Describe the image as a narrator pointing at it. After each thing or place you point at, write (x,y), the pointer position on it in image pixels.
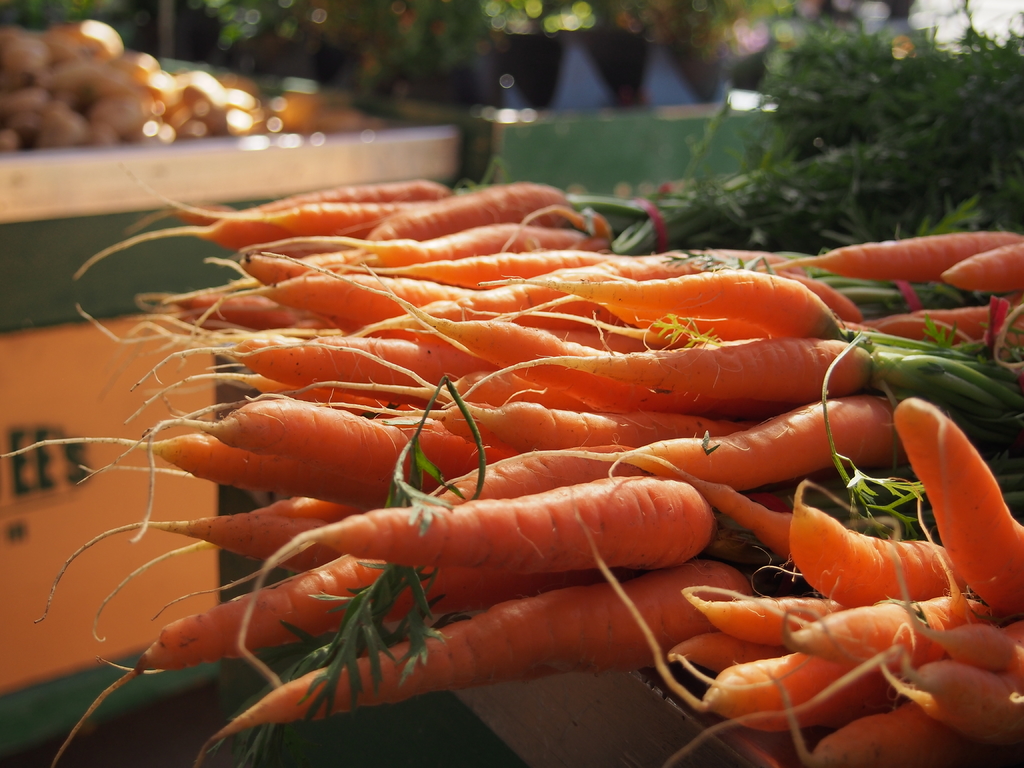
On the right side (855,599), there are orange colored carrots (704,522) and plants (799,172) arranged on a surface (738,759). And the background (83,114) is blurred.
